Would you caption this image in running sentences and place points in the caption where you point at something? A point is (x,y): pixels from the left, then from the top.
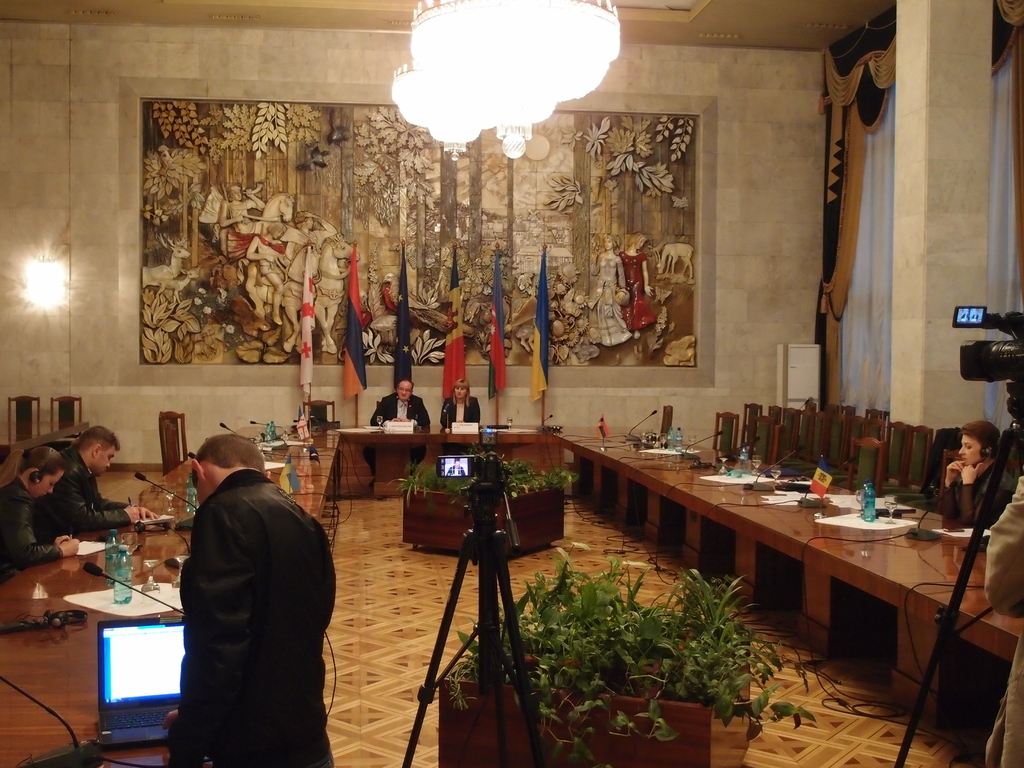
In this image In the middle (470,413) there are two people (461,419) sitting on the chairs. On the left (196,678) there is a man (231,635) he is typing something on the laptop (144,675). On the right (781,546), there is a table (755,531) on that there is a mic (923,531), bottle (864,504), flag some other items (878,525) and chairs (851,452), woman (973,455), camera (975,372). In the background (313,386) there are flags (497,357), light (499,103) and wall (77,203).
